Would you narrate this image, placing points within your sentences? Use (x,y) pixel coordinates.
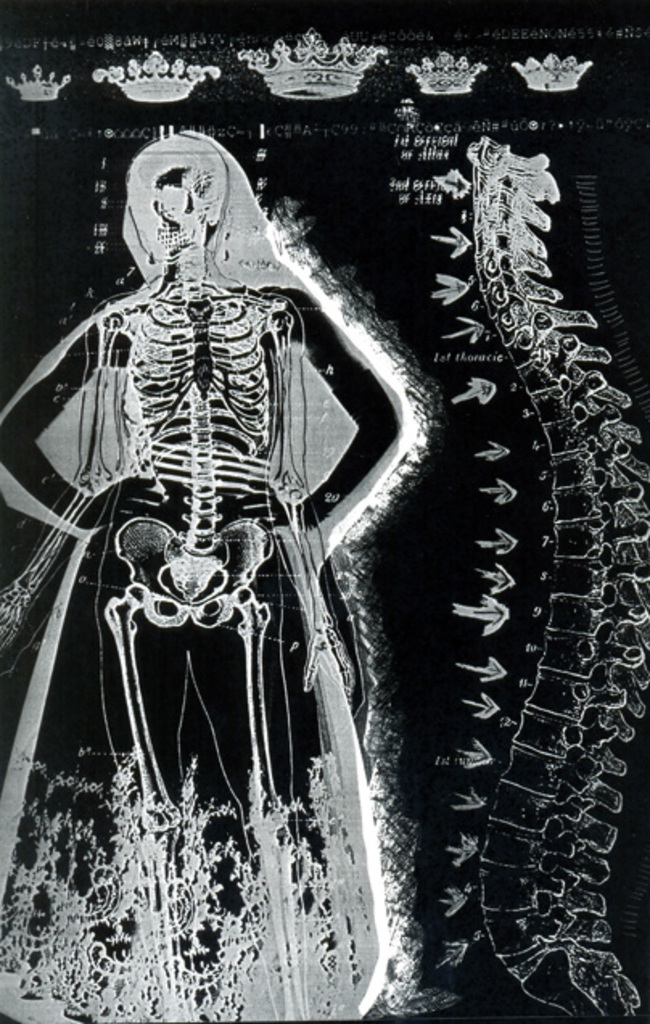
In this image we can see the graphic images of skeleton (225,417), vertebrae (572,1003) and different types of crowns (180,86).
